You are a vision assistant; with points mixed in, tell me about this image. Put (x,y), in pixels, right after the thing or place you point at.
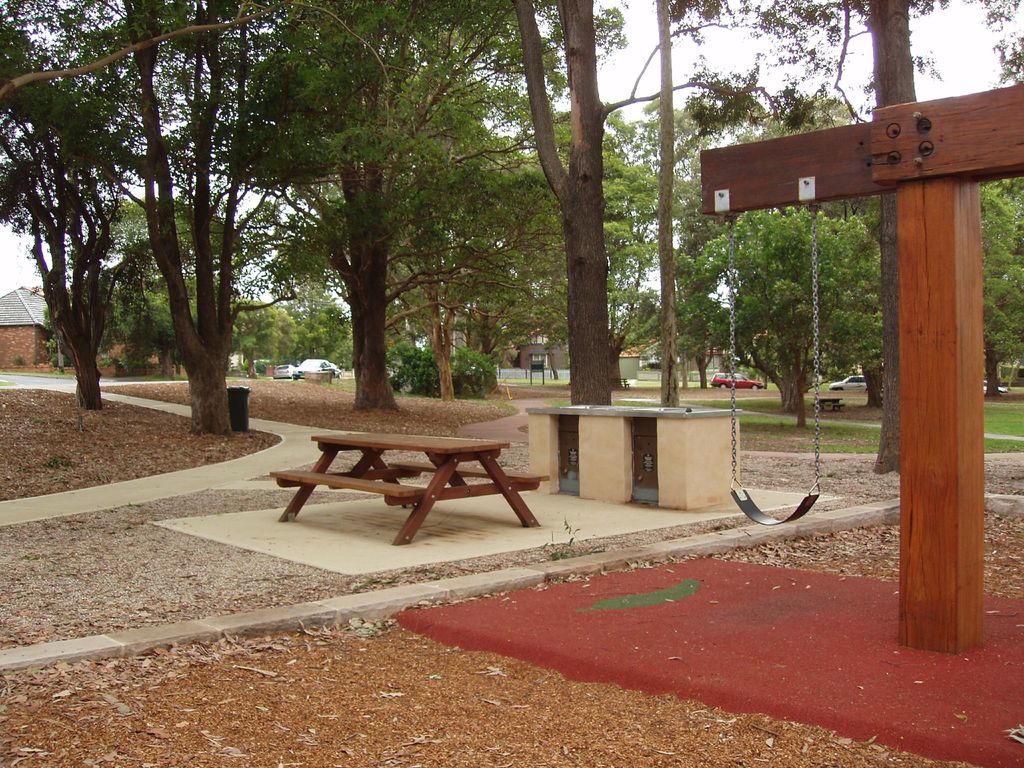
We can see swing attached with wooden surface (949,411) and we can see table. In the background (749,378) we can see trees (64,322), vehicles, houses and sky (714,62).
